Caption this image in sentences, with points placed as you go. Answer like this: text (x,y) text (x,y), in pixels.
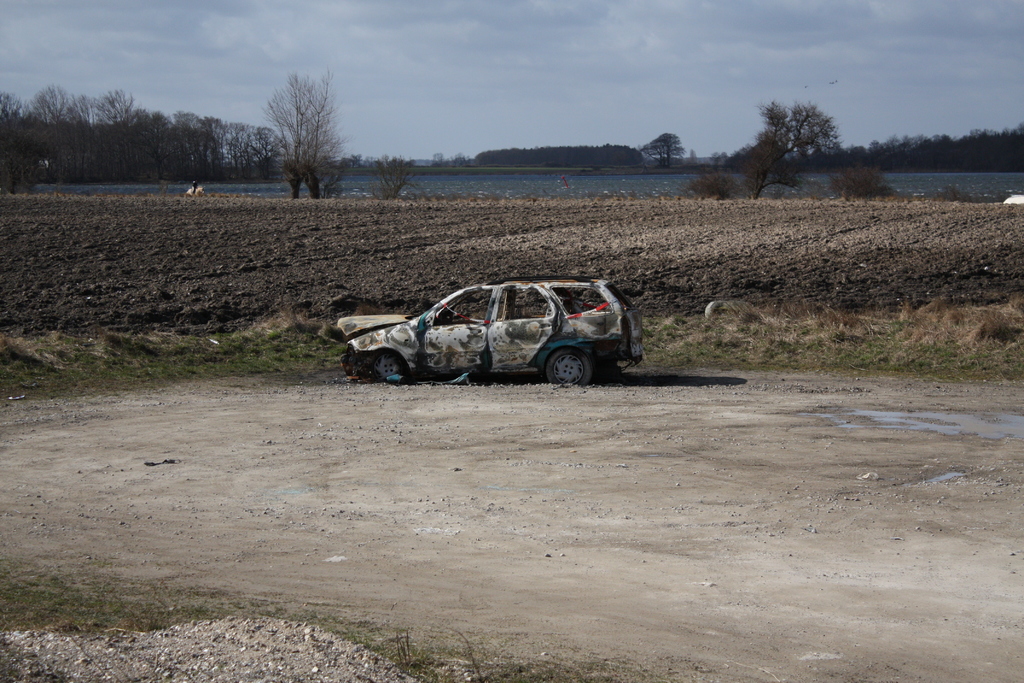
In the image we can see the vehicle (499,335), stones (272,640) and grass (231,354). Here we can see trees (288,154), water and the sky (577,94).
